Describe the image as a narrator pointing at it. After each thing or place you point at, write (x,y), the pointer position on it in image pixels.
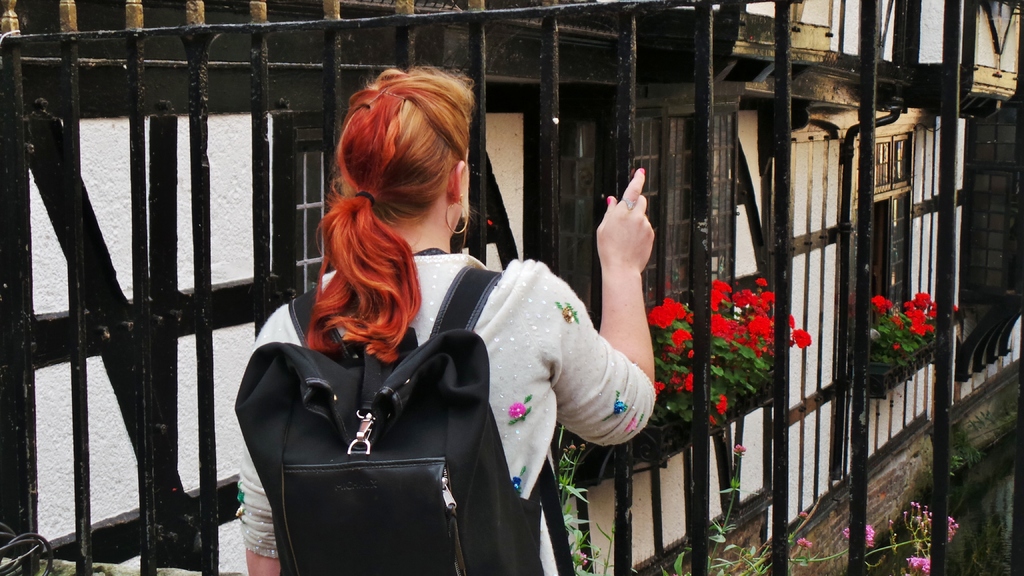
In this image we can see a girl (413,170) standing. She is wearing a backpack (501,510). There is grille (861,344) and we can see plants (926,534). There are flowers (759,318).
